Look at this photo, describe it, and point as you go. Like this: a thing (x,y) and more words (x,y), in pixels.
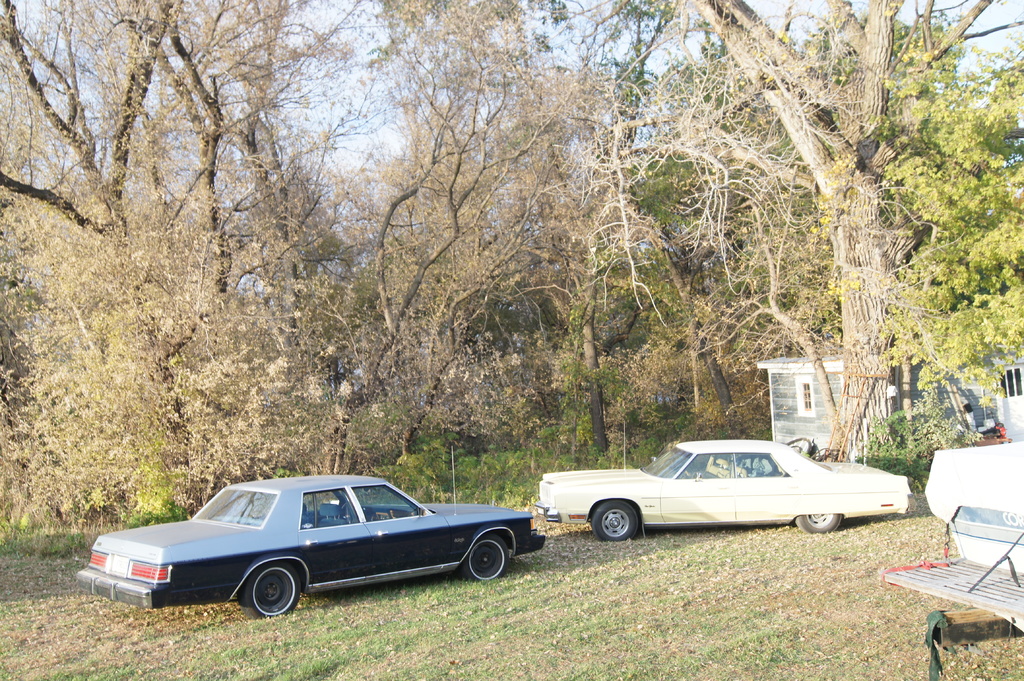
In this image there are cars (654,507). On the right side of the image (1016,599) there is some object (946,590). There are buildings (976,398). In the background of the image (817,369) there are trees (596,131) and sky (810,5).
